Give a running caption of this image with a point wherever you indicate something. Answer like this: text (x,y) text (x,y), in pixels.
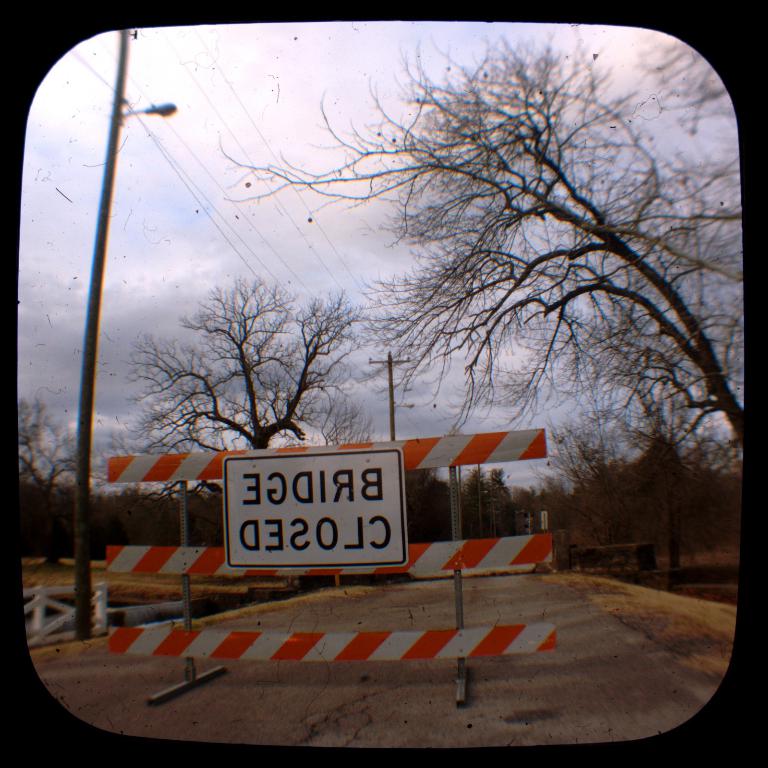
In this image there is a view from the window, there are few trees (416,487), few poles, cables (146,132) and a light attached to one of the poles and the sky (54,123).
